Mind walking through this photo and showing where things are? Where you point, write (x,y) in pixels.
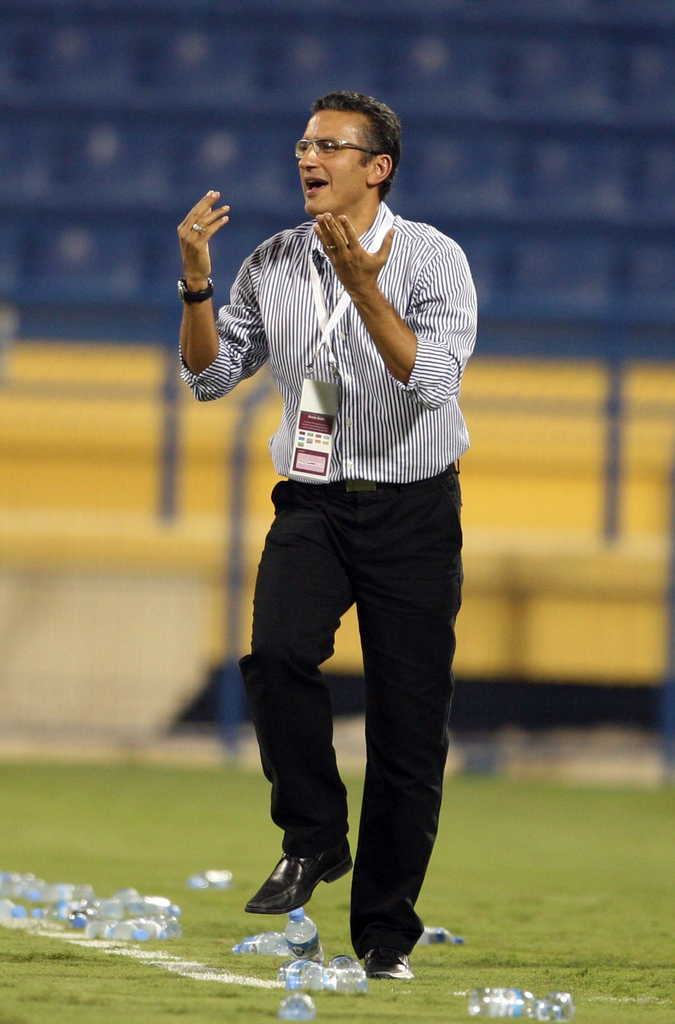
This is the picture of a stadium (666,225). In this image there is a person (379,129) walking and talking. At the back (60,262) there are chairs (559,162) and there is a handrail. At the bottom (571,1011) there are bottles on the grass (480,906).
